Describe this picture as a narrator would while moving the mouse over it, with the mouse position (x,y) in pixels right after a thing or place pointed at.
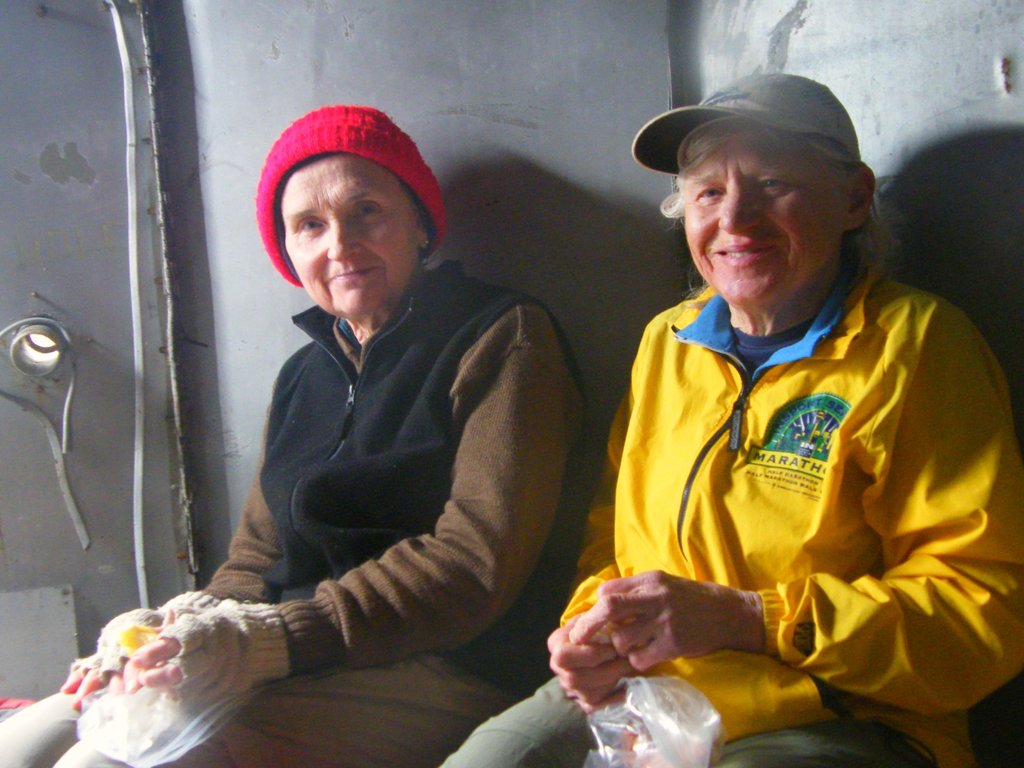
Here in this picture we can see two old women (715,461), wearing jackets (692,498) and caps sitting over a place and we can see both of them are smiling and holding covers (151,727) in their hands (621,670).
